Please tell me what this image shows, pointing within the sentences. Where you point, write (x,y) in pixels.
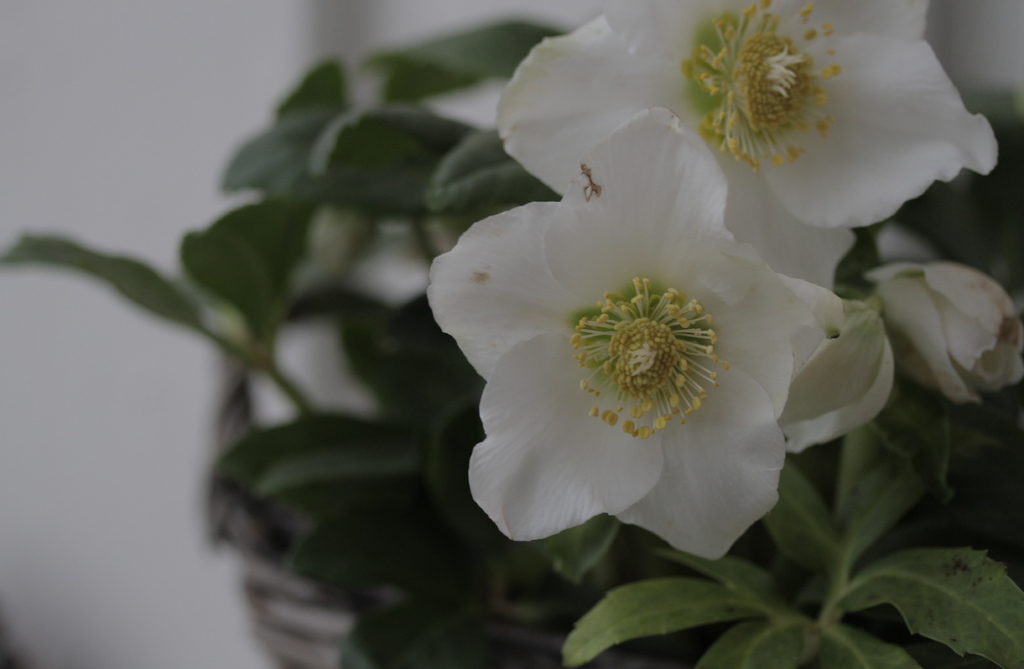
In this picture there are flowers (491,355) in the image.
